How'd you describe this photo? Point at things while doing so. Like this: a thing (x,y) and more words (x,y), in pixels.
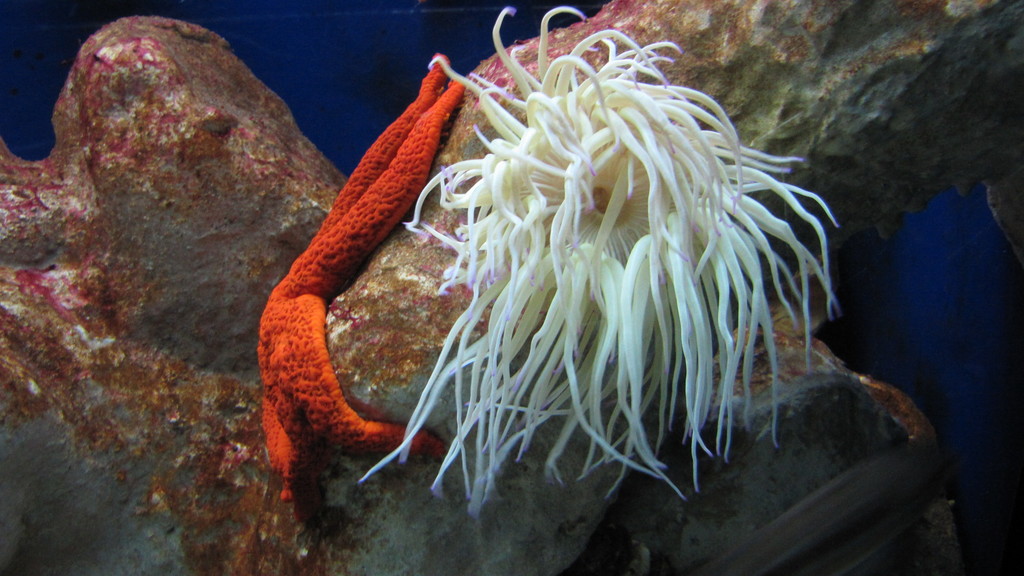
In front of the image there is a starfish (317,319) and there is some other sea creature (497,258) on the rock (336,570) in the water (387,40).
